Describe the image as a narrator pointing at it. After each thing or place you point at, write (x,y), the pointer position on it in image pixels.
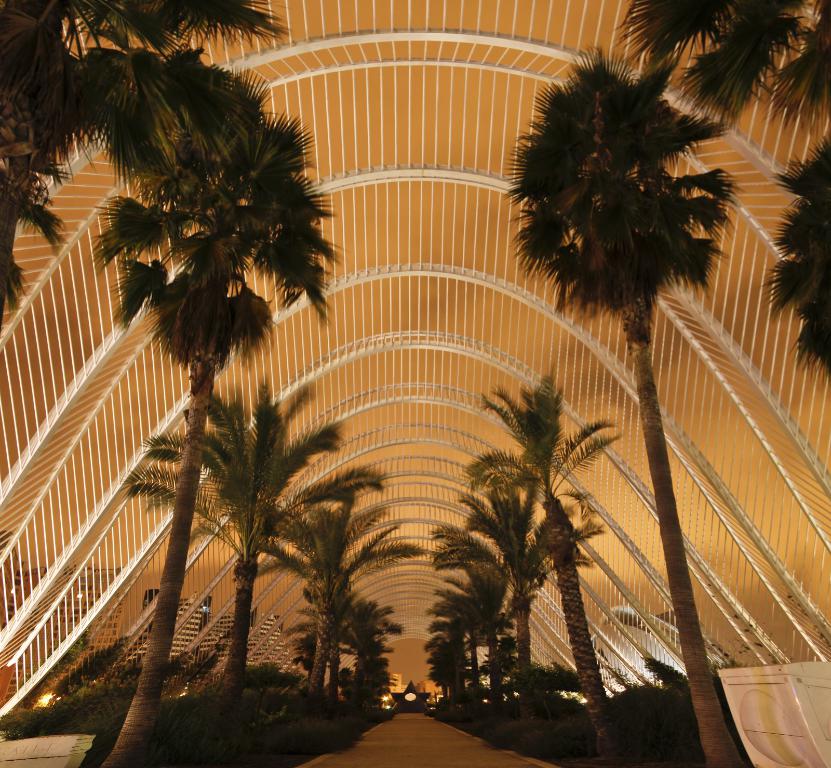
In this image we can see an arch (58,603), there are buildings (256,637), plants (286,719), trees (559,170), also we can see the sky (392,136).
